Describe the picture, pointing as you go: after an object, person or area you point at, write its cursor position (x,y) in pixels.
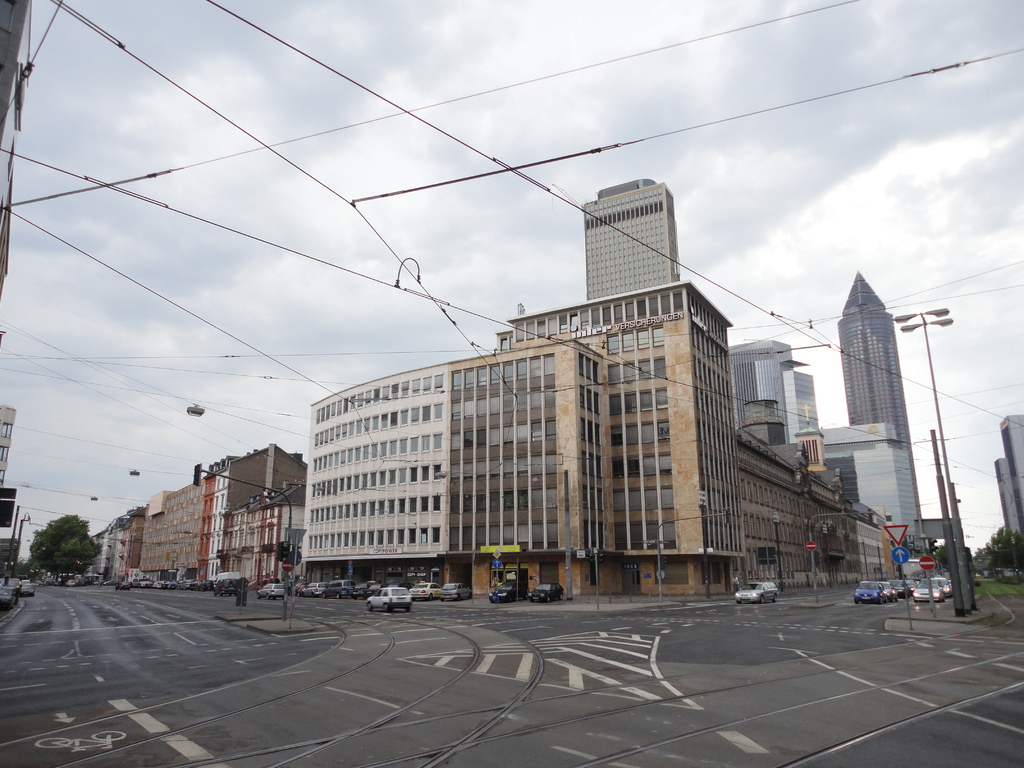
In this image we can see a few buildings (372,450) and vehicles (259,582) on the road (597,686), there are some trees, wires (744,299), poles (661,591) with lights (280,554) and sign boards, in the background (457,277) we can see the sky (319,13).
